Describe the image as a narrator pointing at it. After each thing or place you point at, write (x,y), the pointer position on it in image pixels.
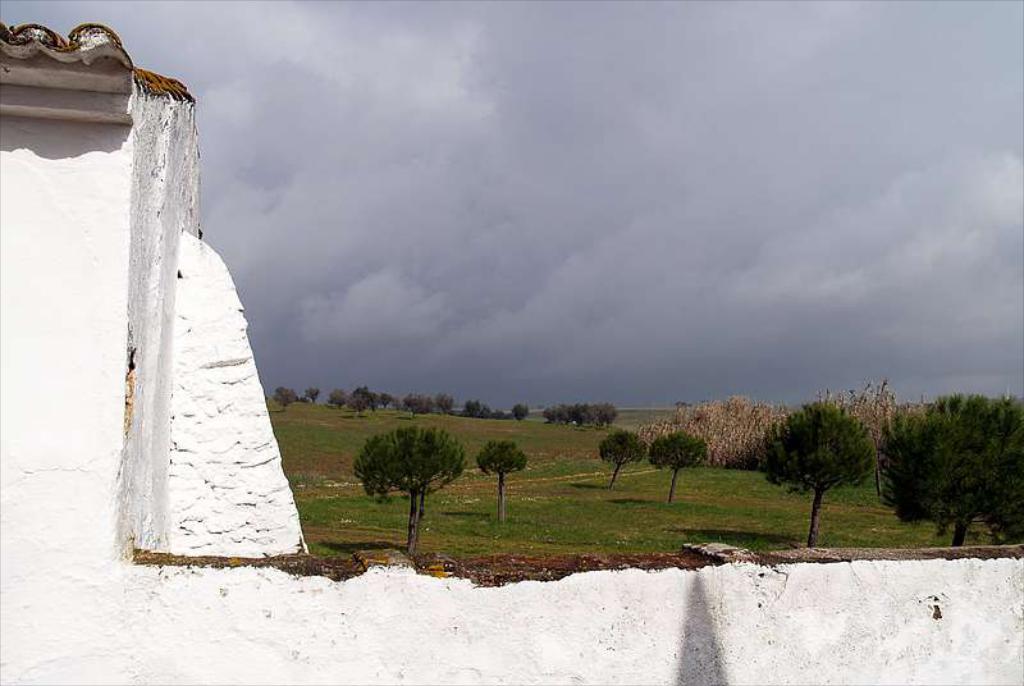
In this image there are trees (970,452) and sky (537,134). At the bottom (815,606) there is a wall (564,636).
